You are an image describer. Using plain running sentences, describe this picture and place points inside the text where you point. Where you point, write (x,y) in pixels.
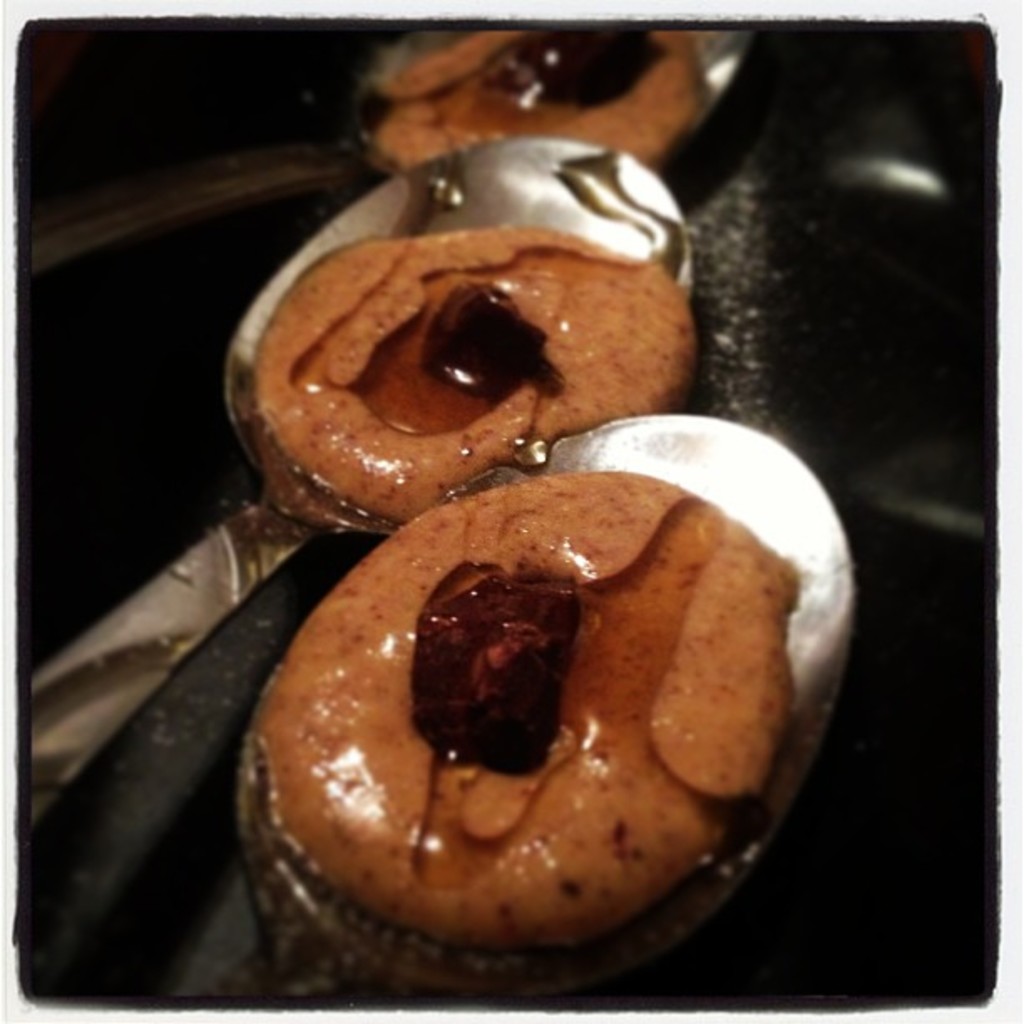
In the picture we can see three spoons (544,966) with three sweets (553,95) in it.
